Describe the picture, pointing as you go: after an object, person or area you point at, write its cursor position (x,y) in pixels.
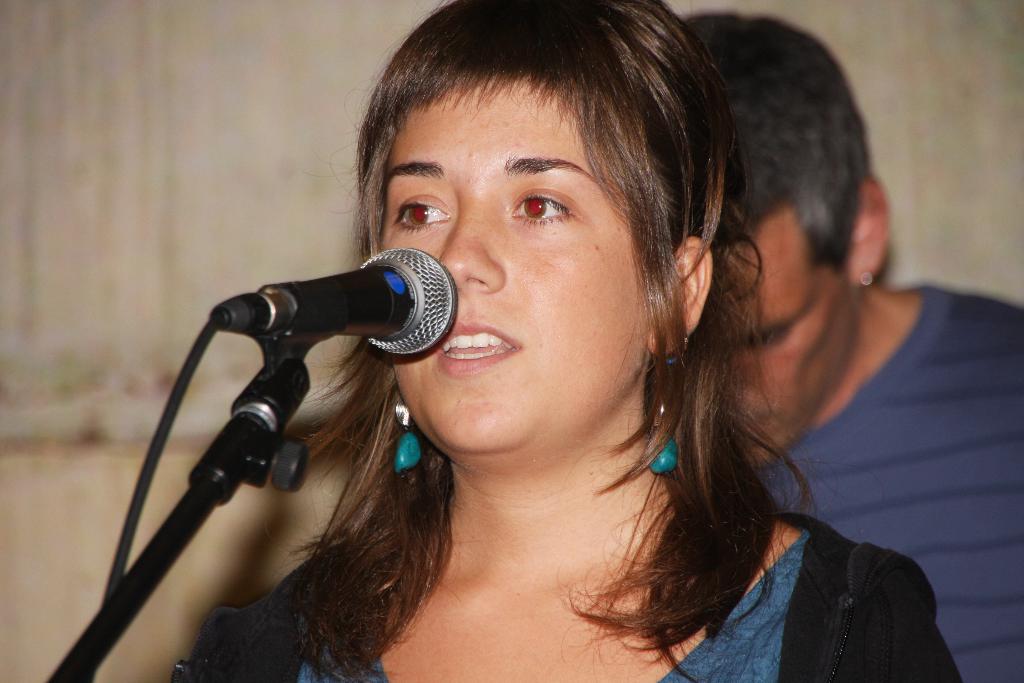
In this picture I can see a woman (352,424) standing and singing with the help of a microphone (379,287) and I can see a man (808,315) standing on the back (830,357) and looks like a wall (954,221) in the background (140,45).
